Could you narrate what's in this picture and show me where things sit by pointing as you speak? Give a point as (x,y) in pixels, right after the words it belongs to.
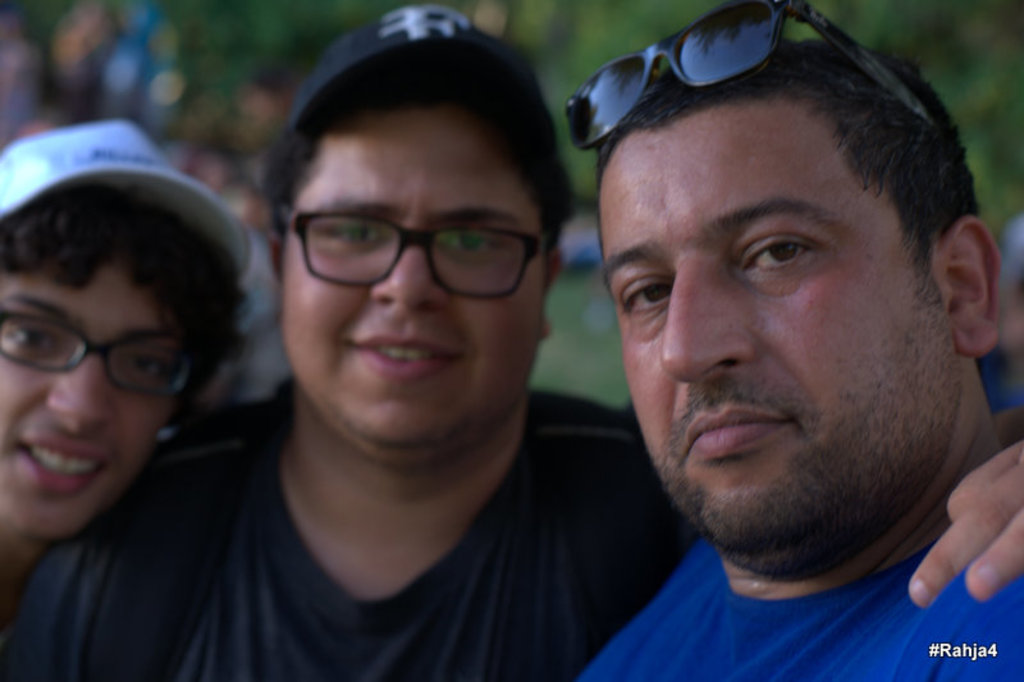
In this image I can see three men (639,458) in the front (475,495) and on the left side (83,272) I can see two of them are wearing specs (540,239) and caps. On the right side of this image (718,6) I can see shades (607,139) on his head (835,243). On the right bottom corner of this image (929,650) I can see a watermark (962,643) and I can also see this image is little bit blurry in the background (590,153).
